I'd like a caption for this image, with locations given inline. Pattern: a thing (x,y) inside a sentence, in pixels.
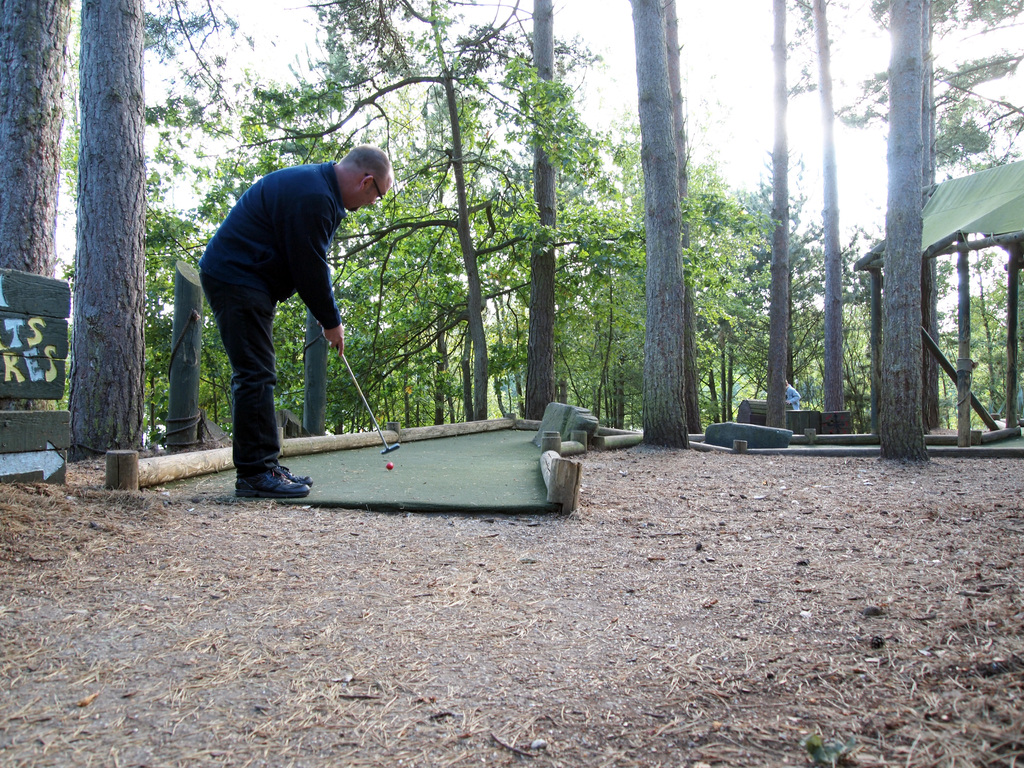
As we can see in the image there are trees (573,256) and at the top (798,11) there is sky (798,11). The man (270,267) standing in the front (288,256) is wearing black color jacket (281,256) and playing golf.
